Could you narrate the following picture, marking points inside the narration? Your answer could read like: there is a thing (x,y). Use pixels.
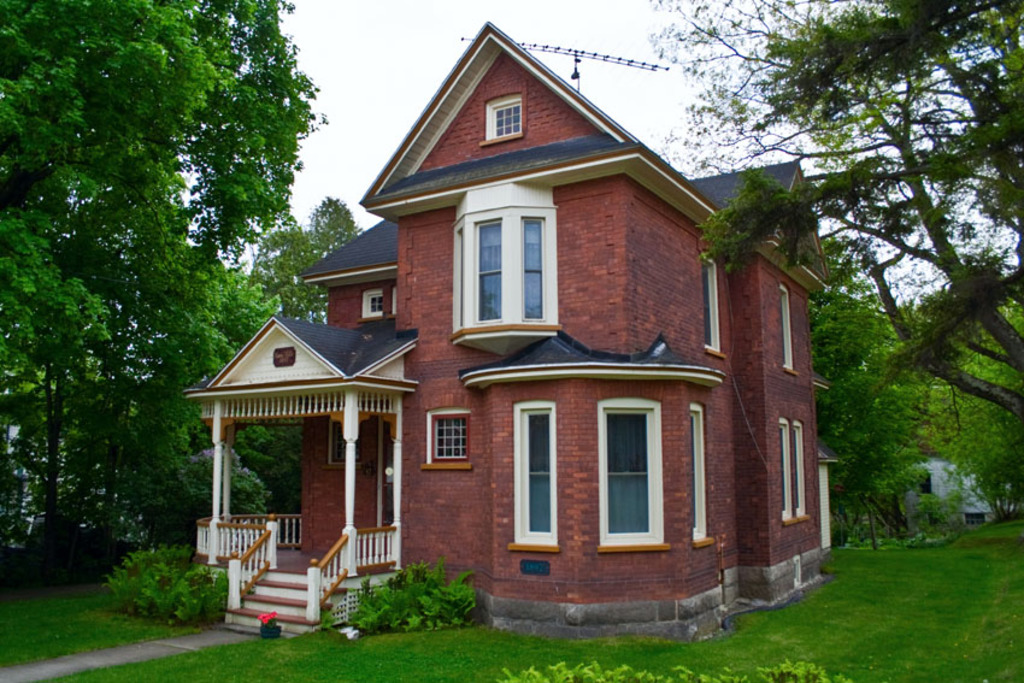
In this image we can see a house (534,357) with glass windows (490,307). These are the plants (170,570) and trees (101,364). We can see grass (61,609) here. And on the background (396,60) there is a sky (386,65).
